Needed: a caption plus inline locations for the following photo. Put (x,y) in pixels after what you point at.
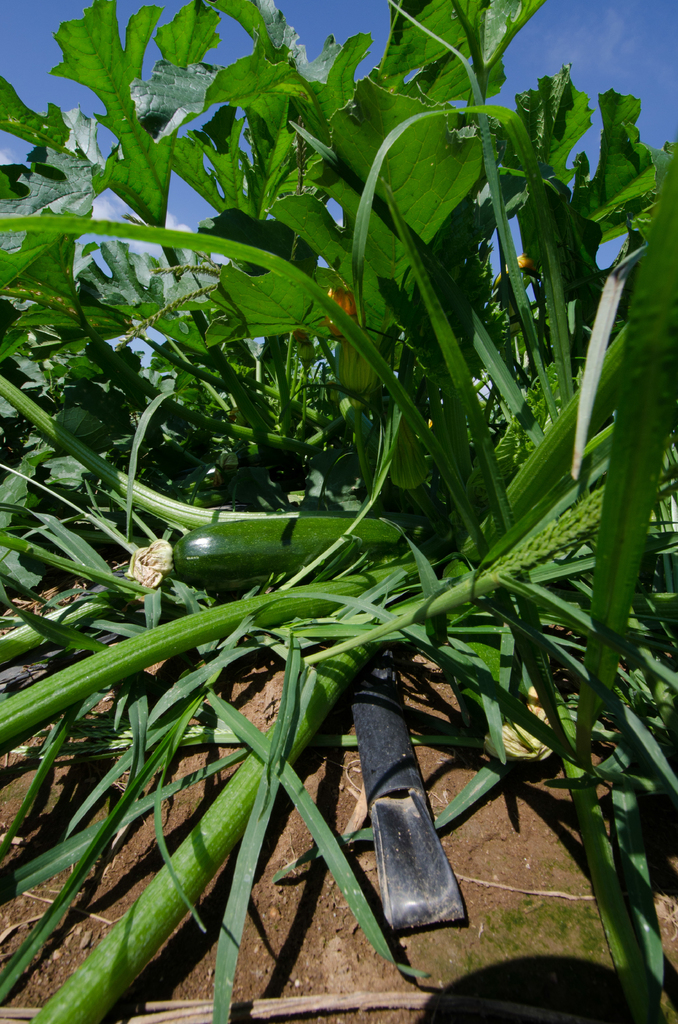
In this image I can see there are green plants (450,474). At the bottom (365,690) there is the plastic thing (395,732) in black color, at the top (336,23) it is the sky (336,23).
